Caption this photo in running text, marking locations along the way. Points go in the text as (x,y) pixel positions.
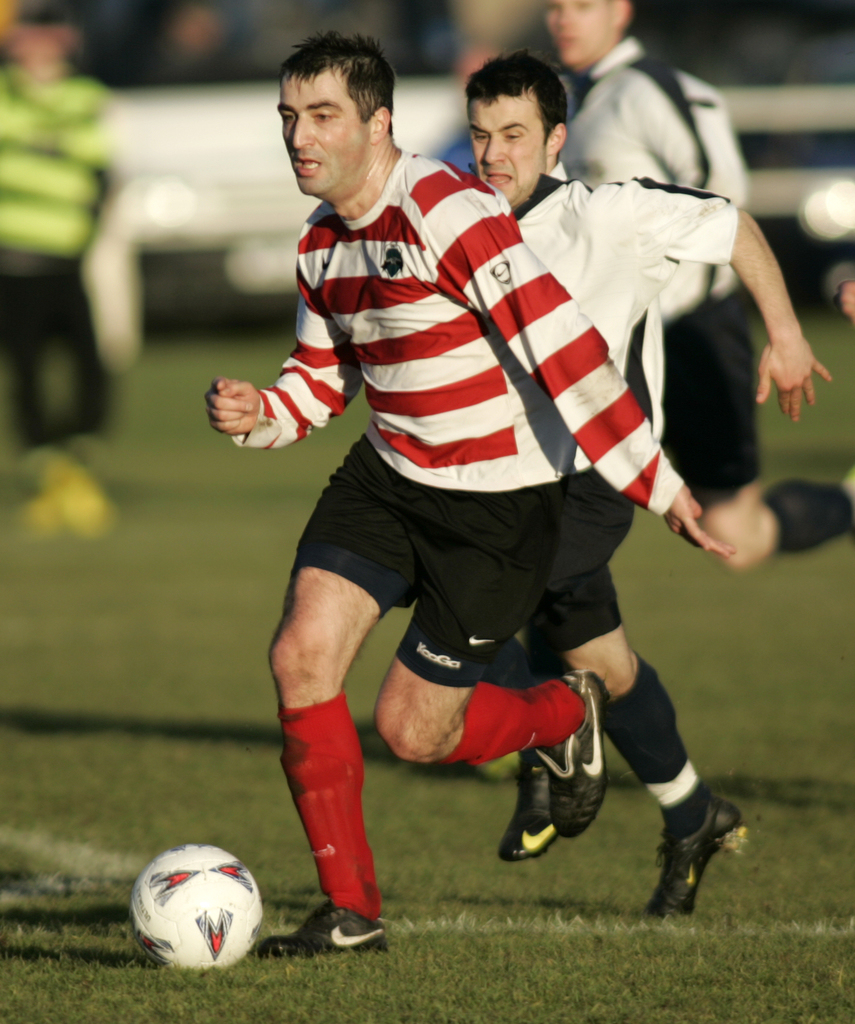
Here men (293,419) are playing with the ball (214,876), this is grass (182,630).
